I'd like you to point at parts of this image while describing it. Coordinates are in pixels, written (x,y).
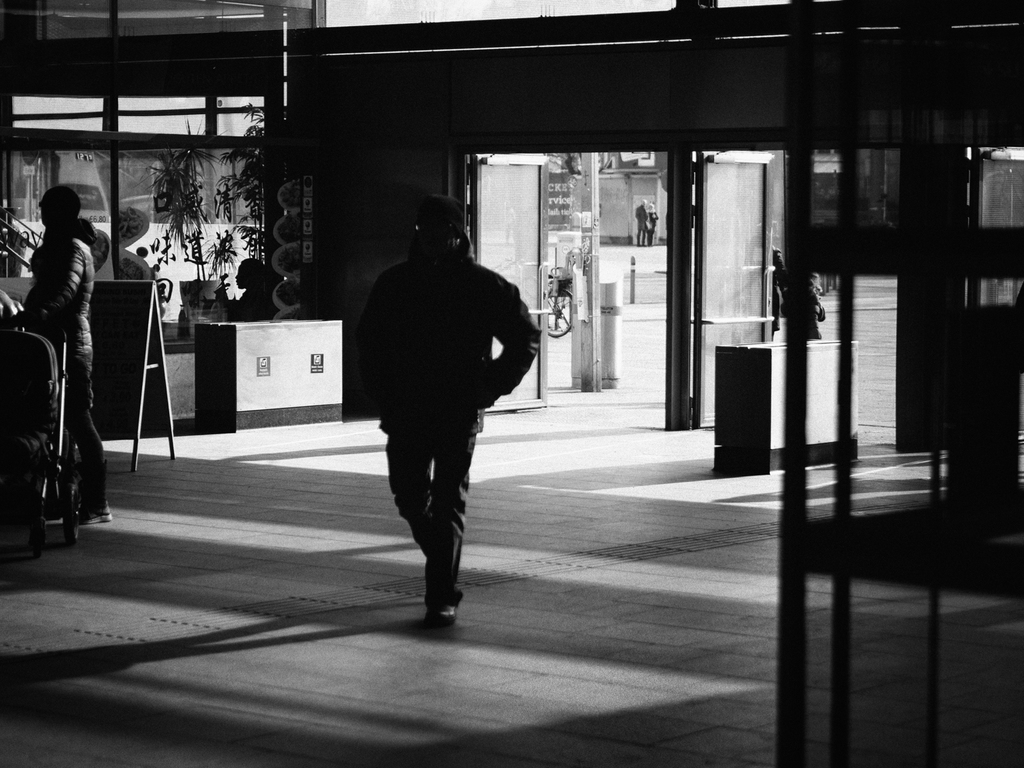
In this image, we can see a person (459,407) walking and there is a person (86,449) standing, we can see a door (493,228).
